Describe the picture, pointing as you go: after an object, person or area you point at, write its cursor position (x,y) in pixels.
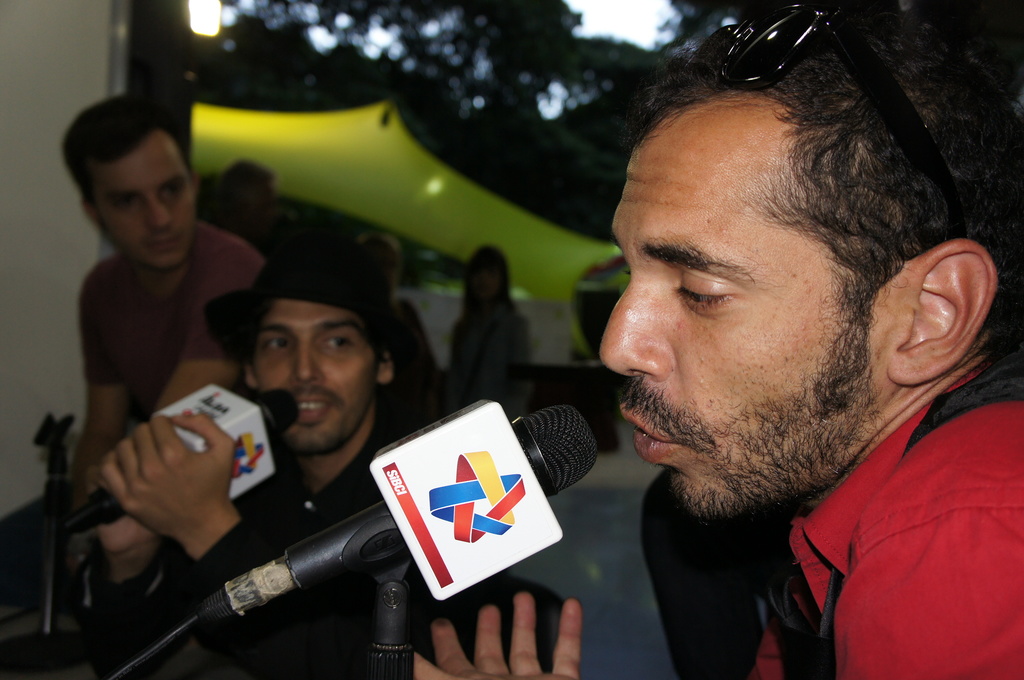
On the right side of the image (842,344) there is a man (848,535) talking on the mic (532,517) beside him there are two people (308,491) where the man (314,514) who is wearing a black shirt (278,513) is holding a mic (235,484) in his hand (213,453). In the background (381,267) there are people (497,295) standing. We can also see some trees (561,71) and the sky (620,26).
